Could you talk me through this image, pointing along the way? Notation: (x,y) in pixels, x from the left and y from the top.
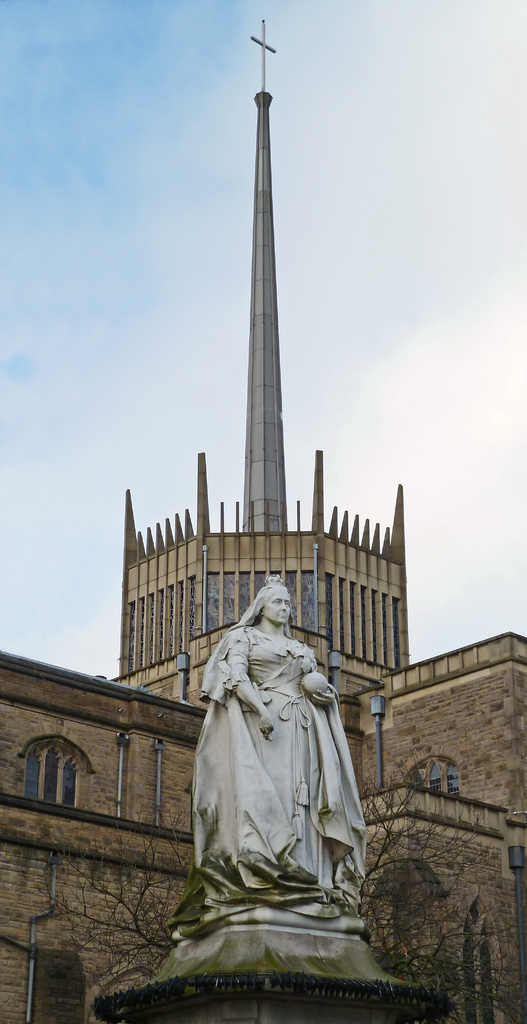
In this image, we can see a statue (283,729) in front of the building (475,727). There is a sky (340,137) at the top of the image (214,219).
